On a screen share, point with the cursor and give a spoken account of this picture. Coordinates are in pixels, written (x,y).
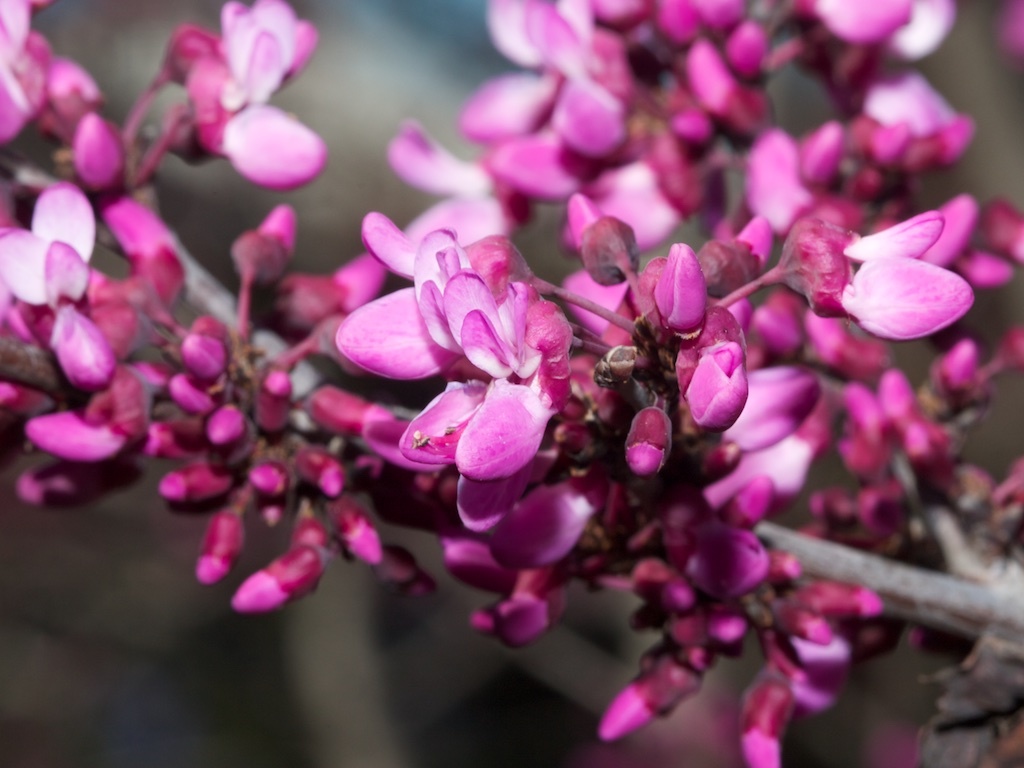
In this image we can see pink buds (729,481). Background (341,111) it is blur.
